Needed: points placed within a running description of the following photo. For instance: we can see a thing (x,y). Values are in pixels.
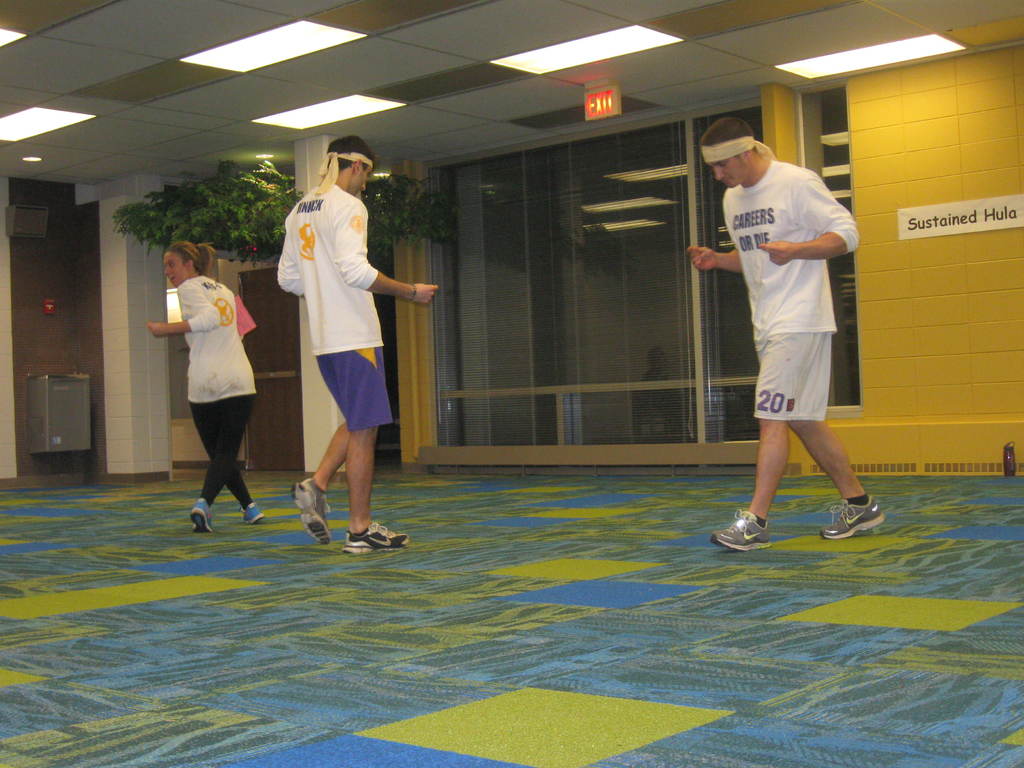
In this picture, we see two men (352,323) in white T-shirts (338,299) and a woman (222,346) in white T-shirt (217,311) are walking. On the right side (927,309), we see a wall (907,314) on which small white color board (903,218) is placed. We see some text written on it. Beside that, we see a glass door (518,306). In the background (158,444), we see pillars (133,273), brown wall (49,340) and a flower pot (256,213). At the top of the picture (395,93), we see the ceiling (488,22) of the room (168,4). At the bottom of the picture (602,613), we see the floor (372,679), which is in blue and green color.
